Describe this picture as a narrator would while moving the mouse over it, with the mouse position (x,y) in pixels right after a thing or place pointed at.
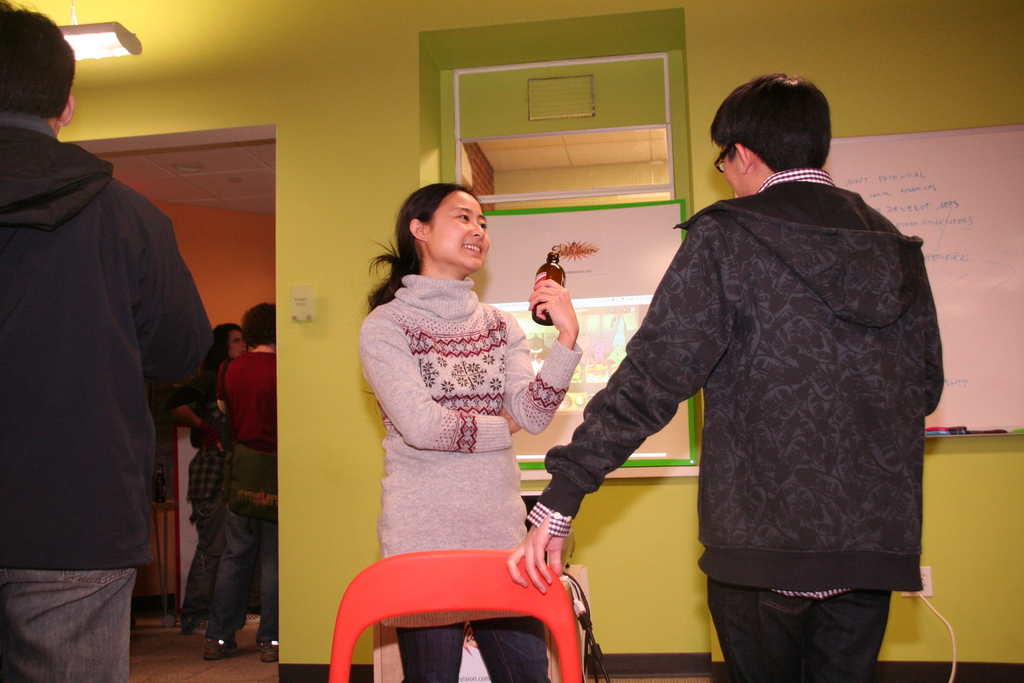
On the left side of the image (96,527) we can see a person (96,518) is standing. In the middle of the image (445,337) we can see a lady (563,365) is standing and holding a bottle (545,314) in her hand (558,322). On the right side of the image (741,599) we can see a person (790,571) is standing and a board (1013,182) is there.
